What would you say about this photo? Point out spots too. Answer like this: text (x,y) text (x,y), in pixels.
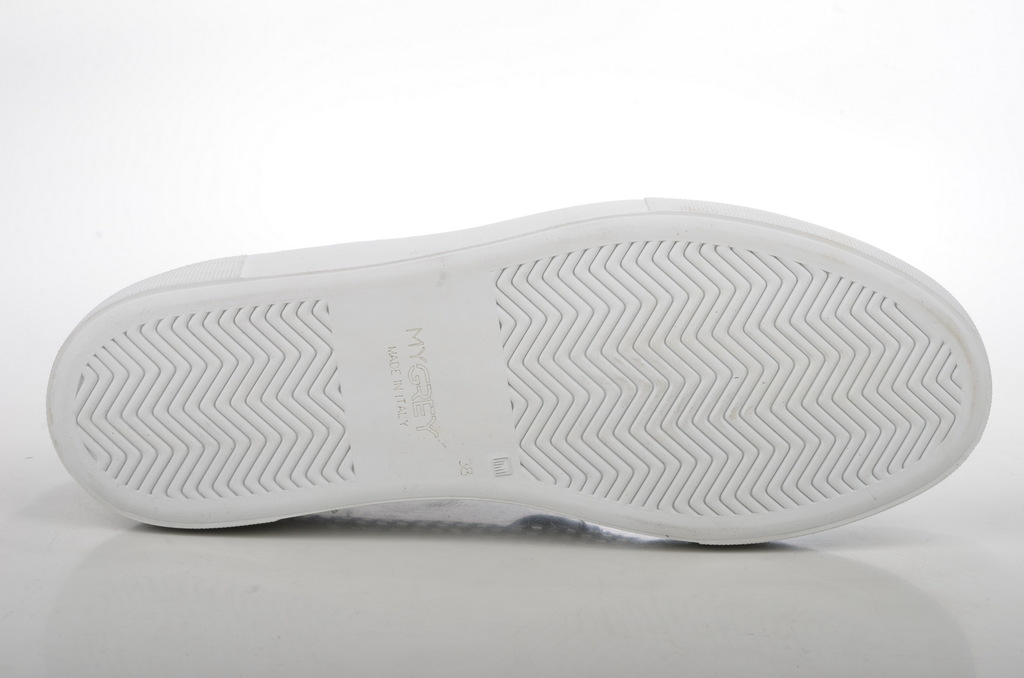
In this picture we can see a footwear (929,324) and in the background (827,42) we can see white color.
